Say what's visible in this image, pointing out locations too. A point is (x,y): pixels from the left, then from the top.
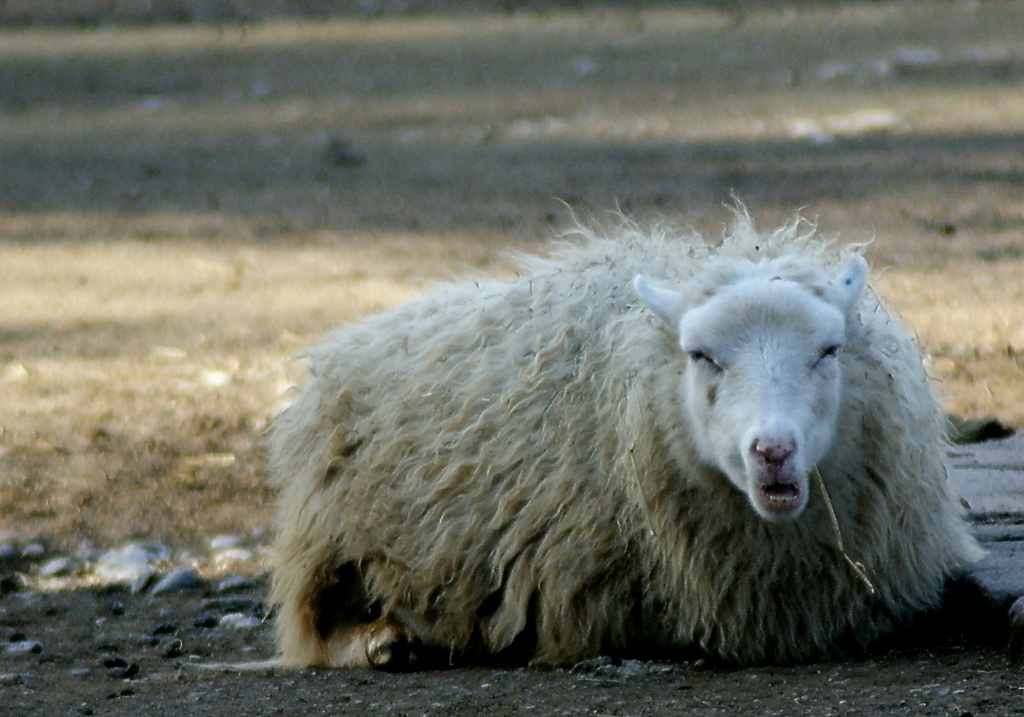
In this image in the front (563,424) there is an animal (574,415). In the background (449,193) there is dry grass (545,151) on the ground (533,154). In the center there are objects (134,571) on the ground (145,604).
